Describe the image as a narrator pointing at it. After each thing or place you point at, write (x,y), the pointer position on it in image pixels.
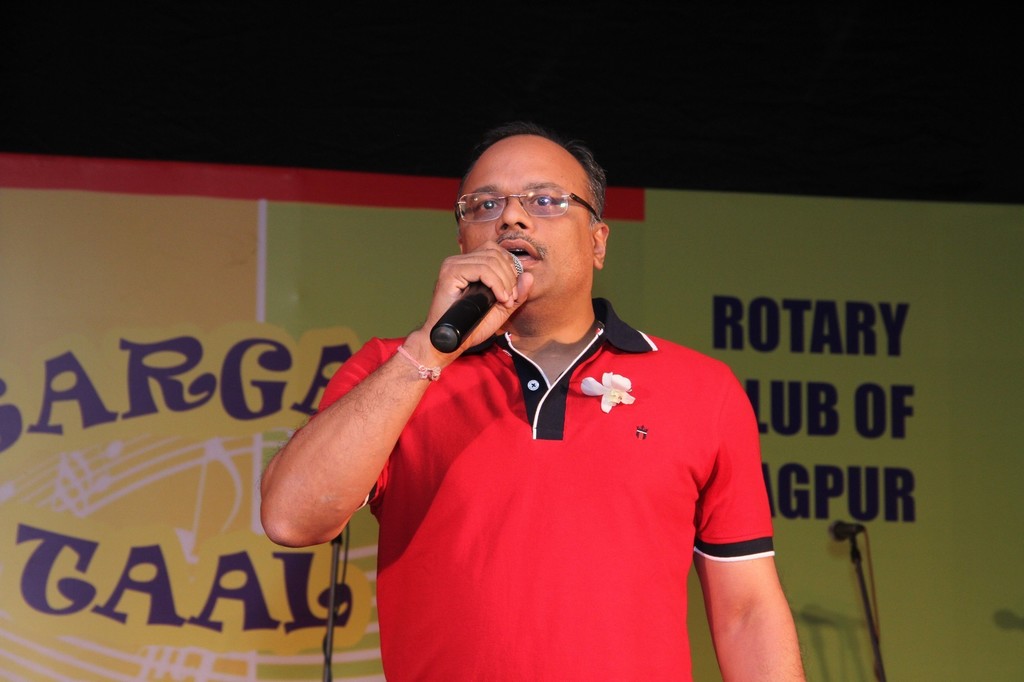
In this picture I can see there is a man (538,479) standing and he is wearing a red t-shirt (487,464) and holding a microphone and speaking. In the backdrop (250,423) I can see there is a banner (193,406) and there is something written on it.
